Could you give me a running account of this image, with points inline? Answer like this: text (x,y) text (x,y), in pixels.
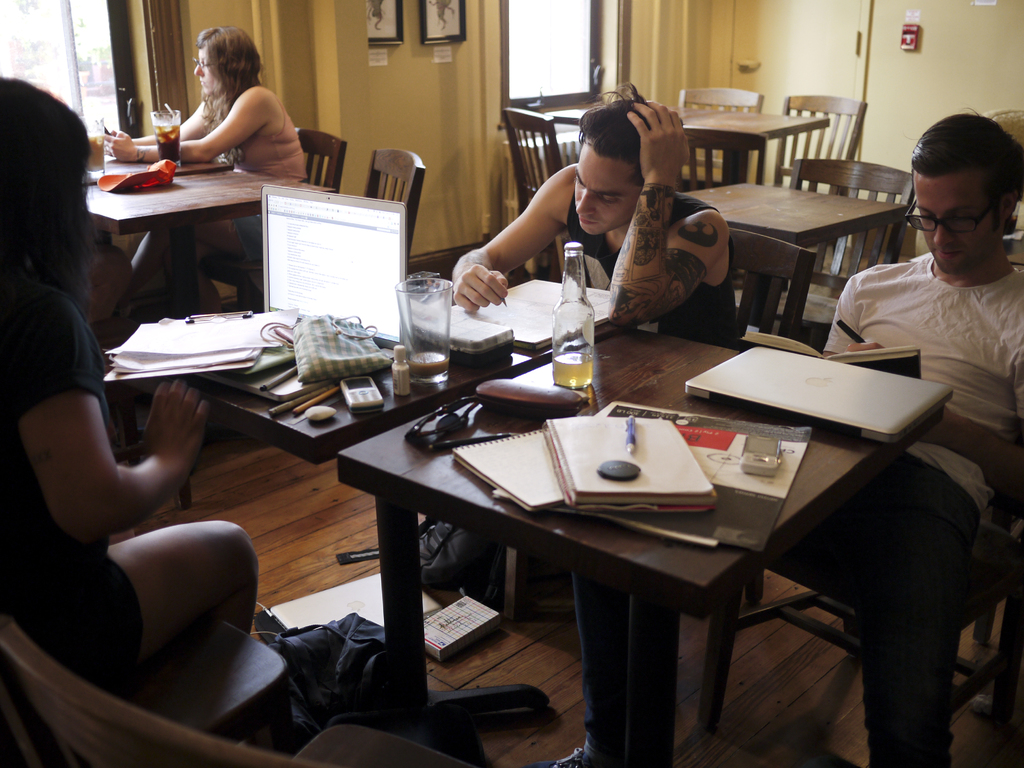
Here we can see a group of people (96,412) sitting on chairs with table (652,369) in front of them having books (566,466), laptops (327,203), glasses (417,376) and bottles (573,376) on it and the wall (446,75) we can see portraits (434,13) present.
